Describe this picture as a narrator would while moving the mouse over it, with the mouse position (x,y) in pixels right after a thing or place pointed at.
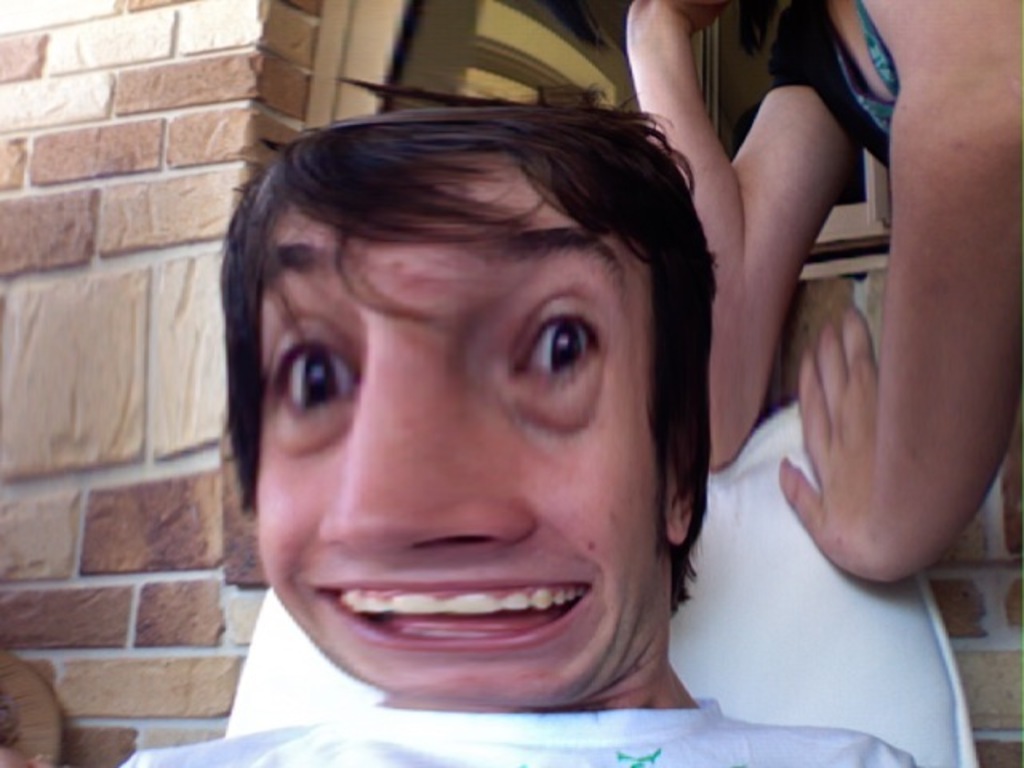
In this image there is a illusion of the people (520,409) behind them there is a building (76,525) with window (872,165) in the middle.
